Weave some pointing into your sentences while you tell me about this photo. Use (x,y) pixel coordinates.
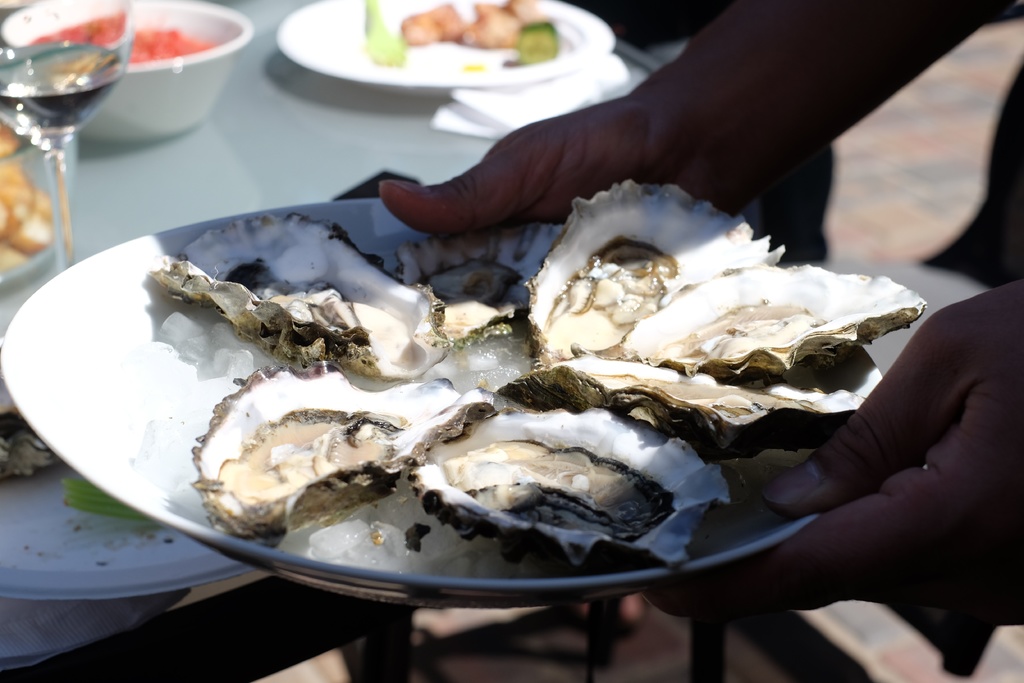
Top right side of the image (840,61) there are two hands (496,147), in the hands (488,183) there is a plate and food (673,191). Bottom left side of the image (230,617) there is a table (102,226), on the table (344,114) there are some plates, bowls (194,15) and jars (32,211) and glasses (58,81).
